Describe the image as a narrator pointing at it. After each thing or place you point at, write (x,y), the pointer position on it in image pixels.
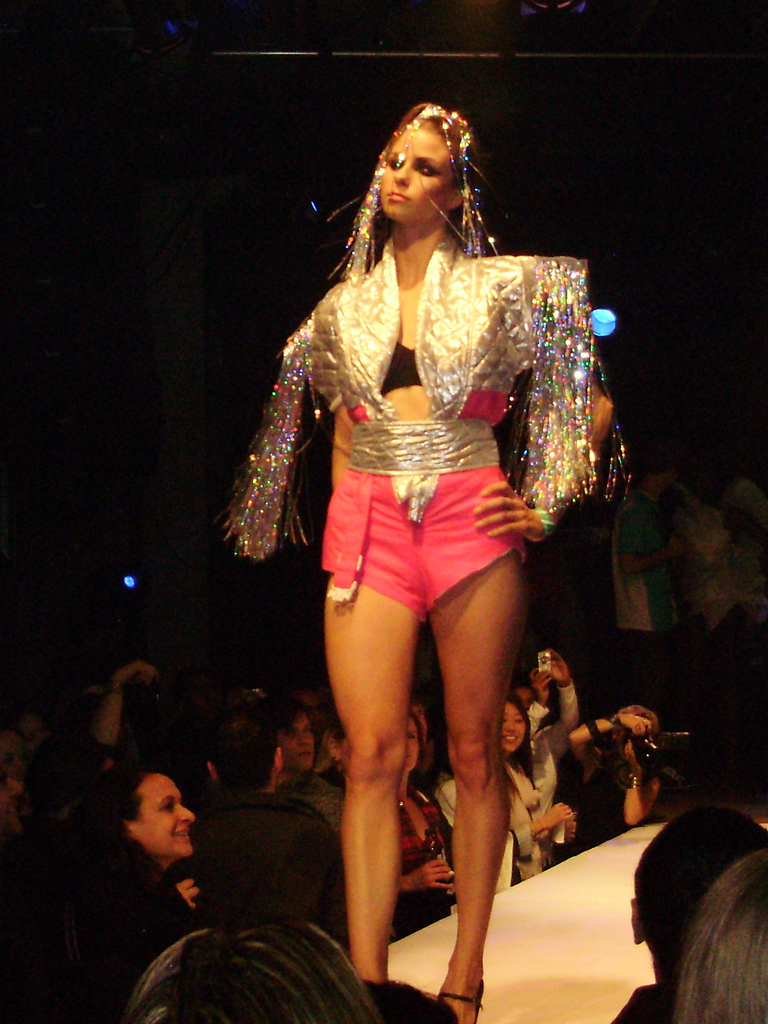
This is the woman (473,784) standing. She wore a fancy dress (443,528). There are group of people (269,846) standing. I can see a person (597,759) holding a camera (644,770). This looks like a show light (597,316), which is blue in color. The background (628,362) looks dark.
